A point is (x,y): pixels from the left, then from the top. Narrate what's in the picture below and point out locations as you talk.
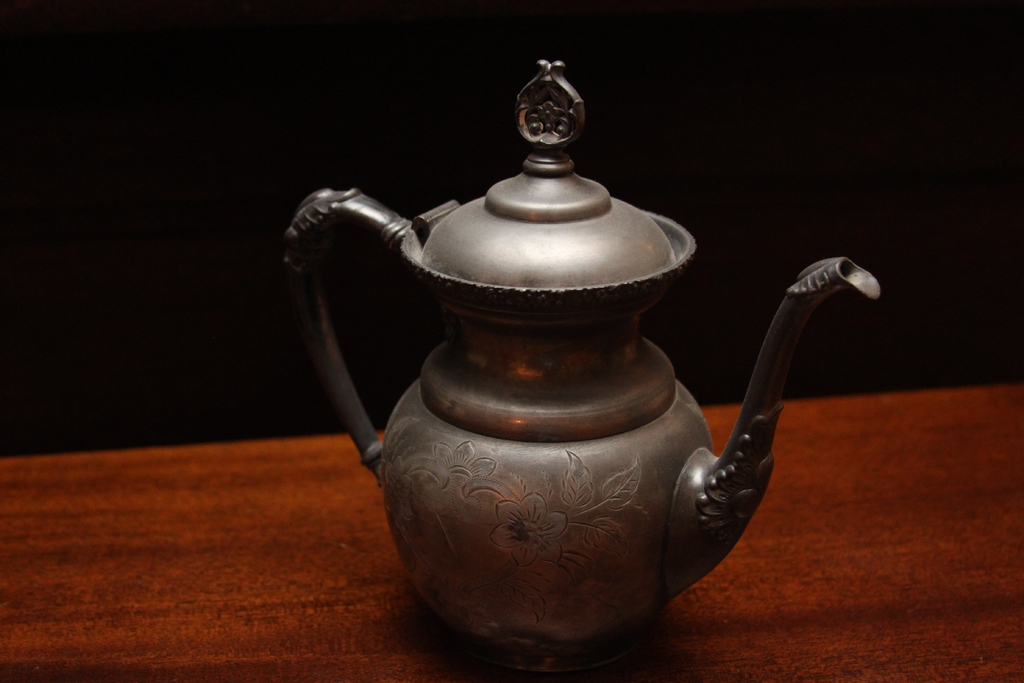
In this picture there is a teapot (595,542) on the table (958,507) and there is a floral design (461,485) on the teapot (489,479). At the back (251,93) there is a black background (905,147).
